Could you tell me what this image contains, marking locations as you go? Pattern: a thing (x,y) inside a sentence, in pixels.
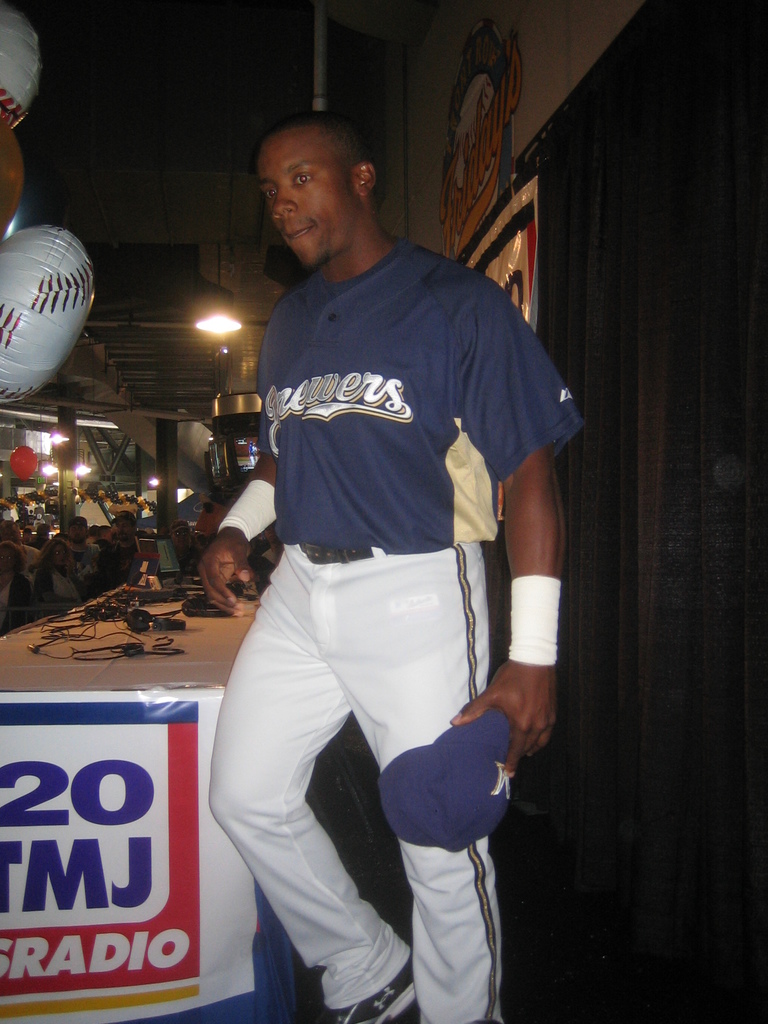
In this picture we can see a man (424,629) is walking and holding a cap (426,797), on the left side (149,659) there is a table (141,685), we can see some wires (151,646) on the table (166,604), in the background (105,582) there are some people (103,566) sitting, we can also see some lights (213,328) in the background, there is a banner (80,737) in the front (80,899), we can see balloons (11,71) at the left top of the picture (9,218).
